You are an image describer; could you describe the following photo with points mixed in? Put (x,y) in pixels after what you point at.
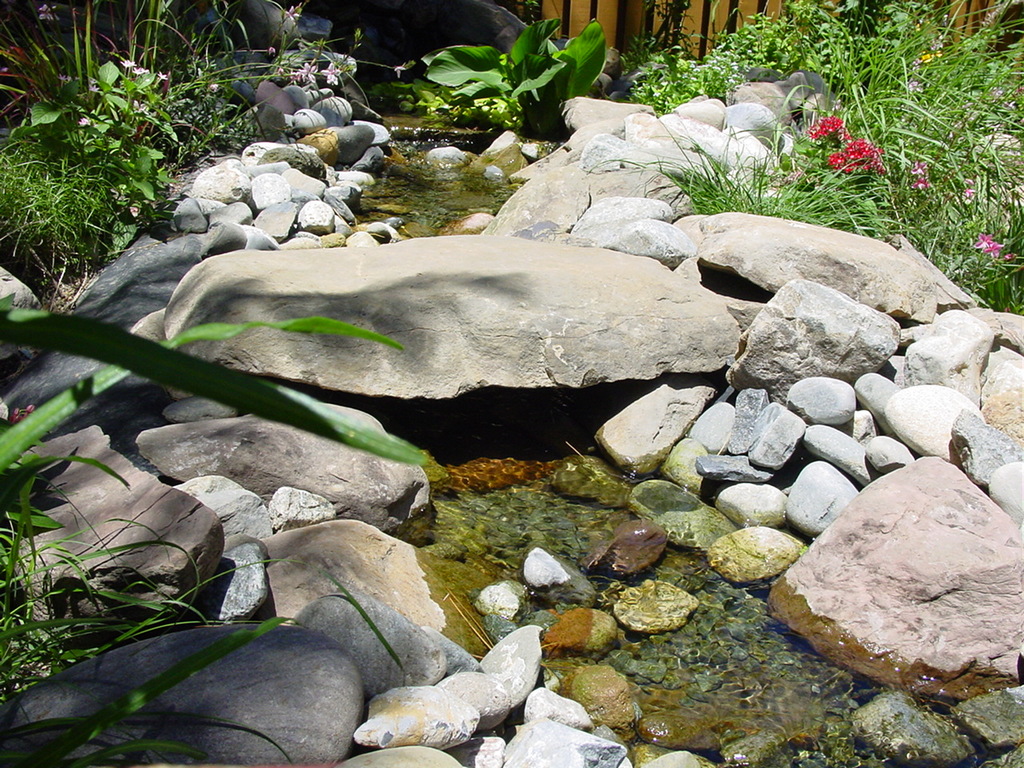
In this image we can see the rocks (433,373), stones (640,601), water (557,542), some plants (162,687) and flowers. On the backside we can see a fence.
